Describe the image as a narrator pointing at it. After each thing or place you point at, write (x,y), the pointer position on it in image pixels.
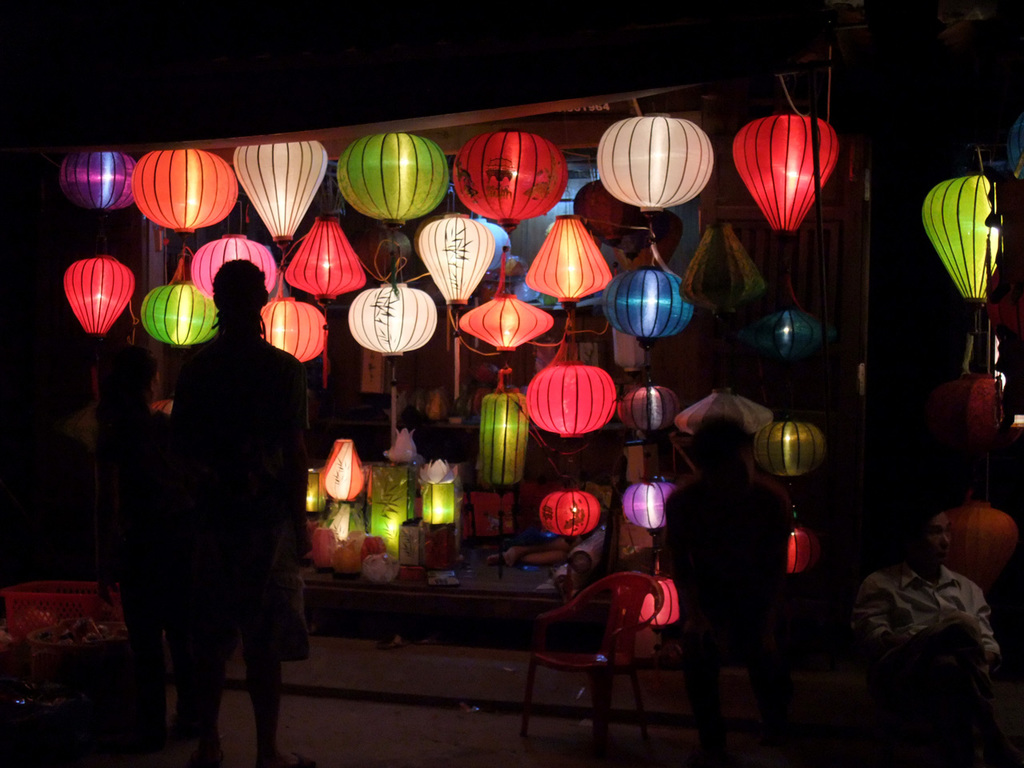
In this image, we can see people (281,521) and one of them is sitting on the chair (908,704). In the background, there are lanterns (498,449) and we can see an other chair (536,616) and some other objects (505,574). At the bottom (338,699), there is a floor (246,711).
